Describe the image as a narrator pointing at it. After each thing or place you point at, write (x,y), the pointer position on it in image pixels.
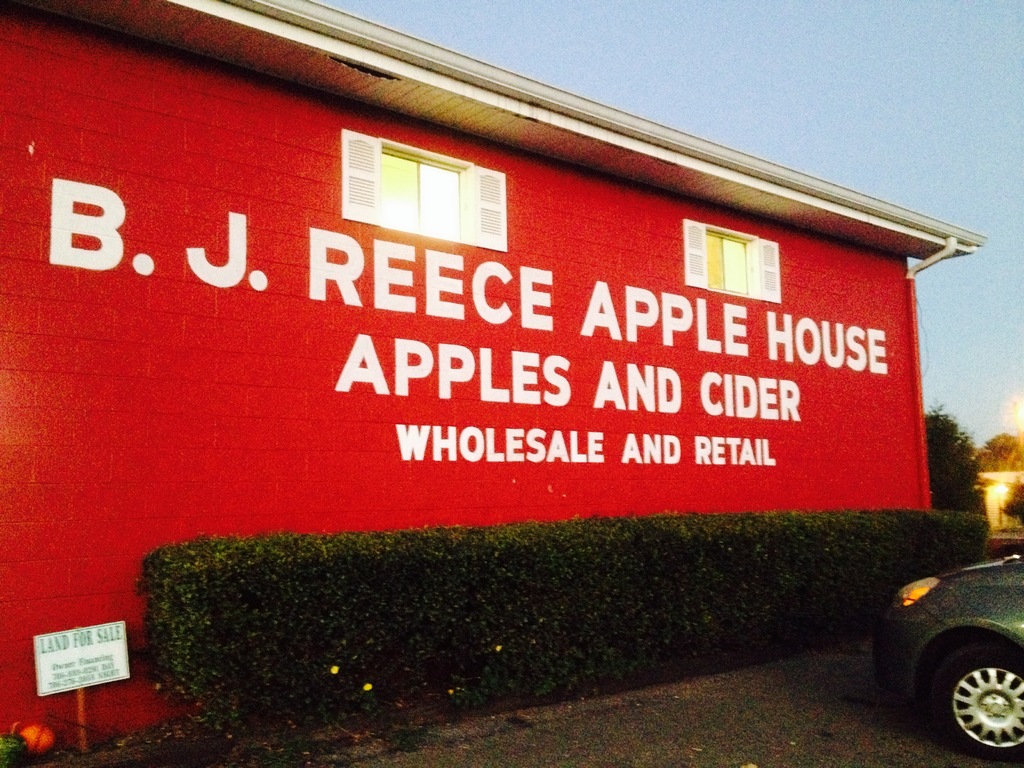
In the foreground of the picture (459,612) there are plants (387,631), board (87,672), dry leaves (90,742), cars (926,637) and a building (759,464). In the background (1000,465) towards right (1005,456) there are trees (1011,467), street light (1019,410) and a wall (998,494). At the top (408,211) there are windows (690,238). Sky (633,73) is clear. In the center of the picture (370,345) there is text (682,304).
